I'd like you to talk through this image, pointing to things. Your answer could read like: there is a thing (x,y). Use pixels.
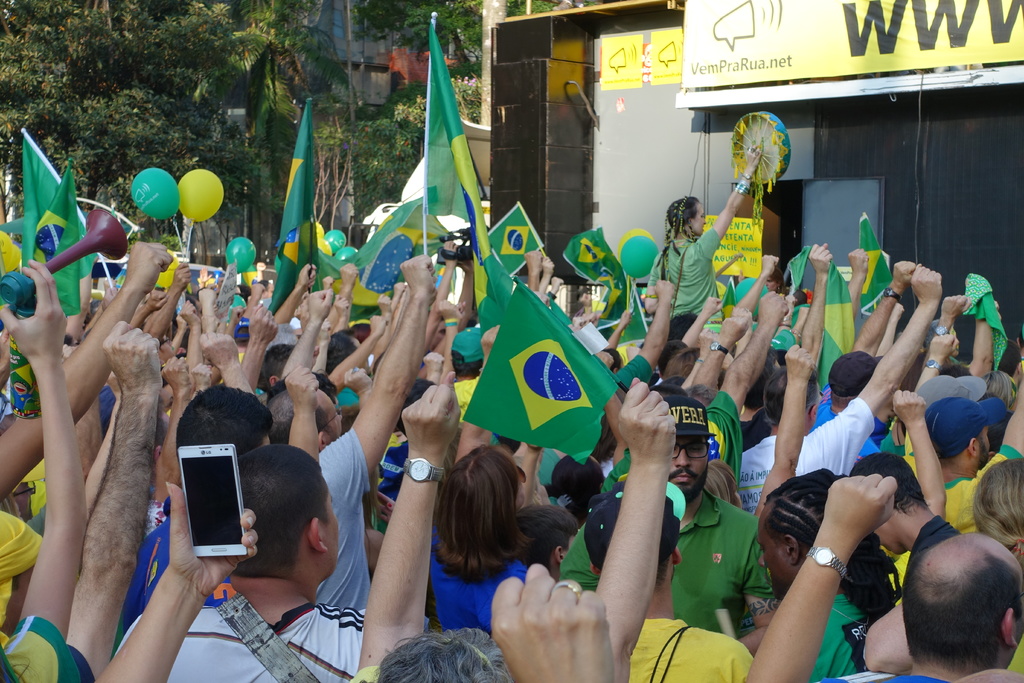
In this picture I can see few people (657,338) standing and holding flags (587,274) in their hands (742,316) and I can see a human (173,622) holding a mobile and a board (873,69) with some text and I can see trees (179,216), balloons (147,191) and buildings (370,63) and I can see a placard (752,266) with some text (748,248).
